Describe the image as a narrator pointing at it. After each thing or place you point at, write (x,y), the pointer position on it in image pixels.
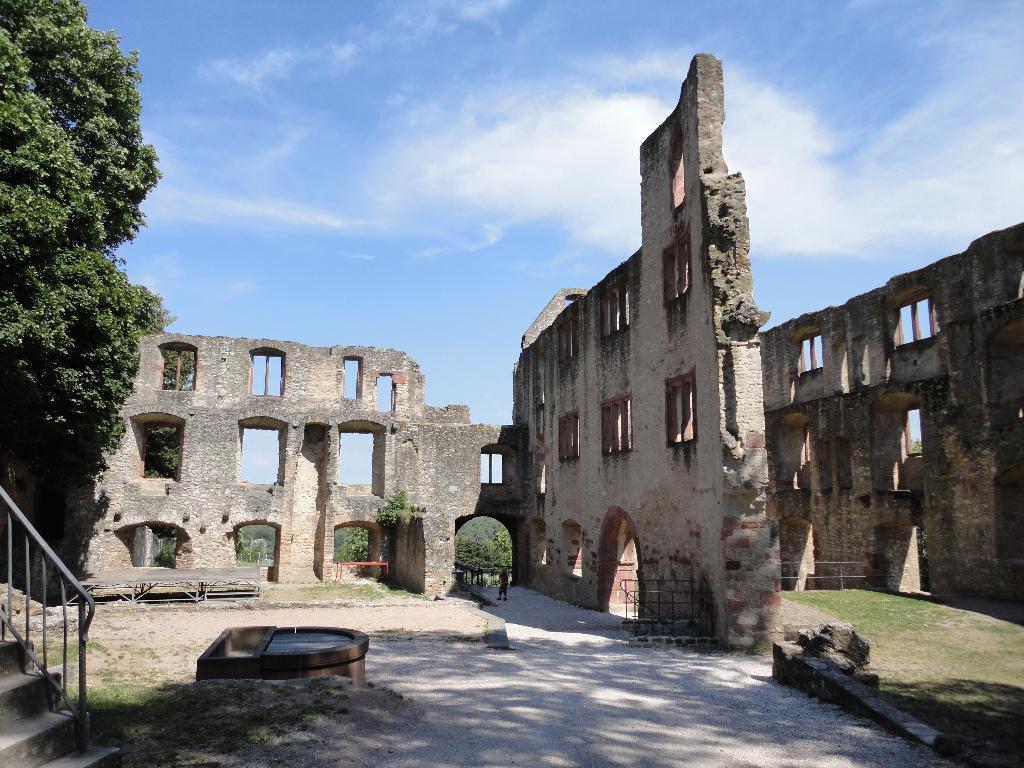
In the foreground of this image (559,704), there is path (508,713). On the left (37,684), there are steps (40,708), railing (11,561) and trees (57,297). In the background (469,500), there are arches (612,550) and windows (682,389) to the walls (548,445). On the top (532,188), there is the sky (421,312) and the cloud (492,186).
